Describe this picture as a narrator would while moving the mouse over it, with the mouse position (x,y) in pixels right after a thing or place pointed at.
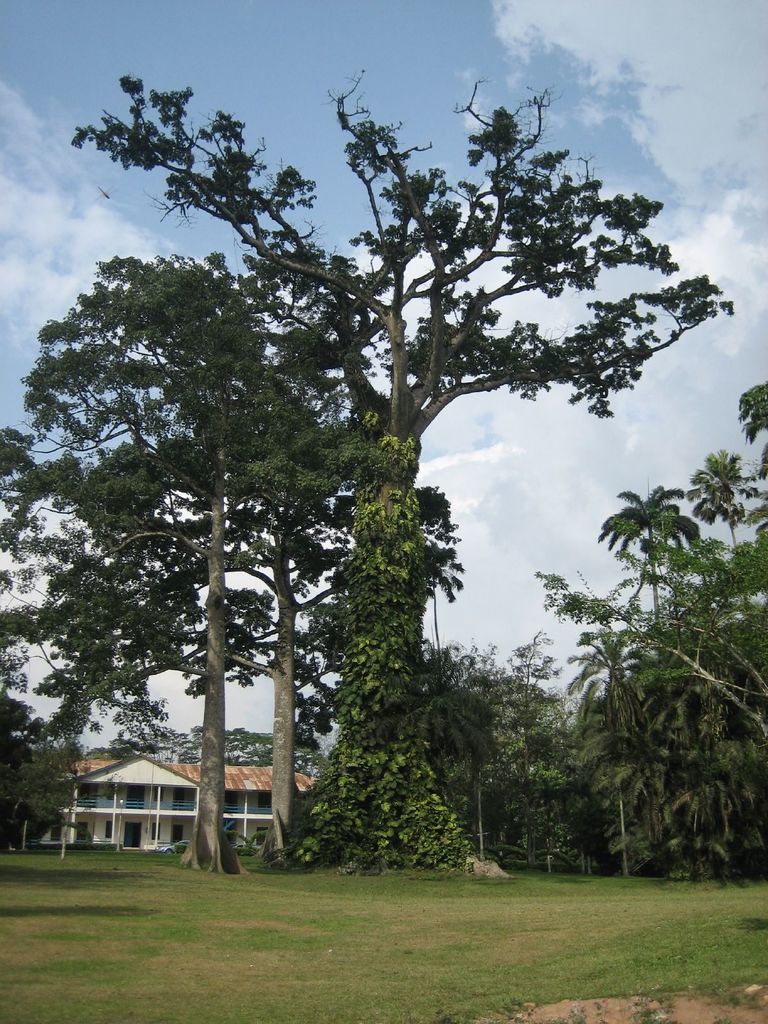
In the image we can see a building (168,834) and these are the windows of the building (185,778). There are even many trees (336,506) and a cloudy pale blue sky (656,163). Where we can see even grass (339,933).
